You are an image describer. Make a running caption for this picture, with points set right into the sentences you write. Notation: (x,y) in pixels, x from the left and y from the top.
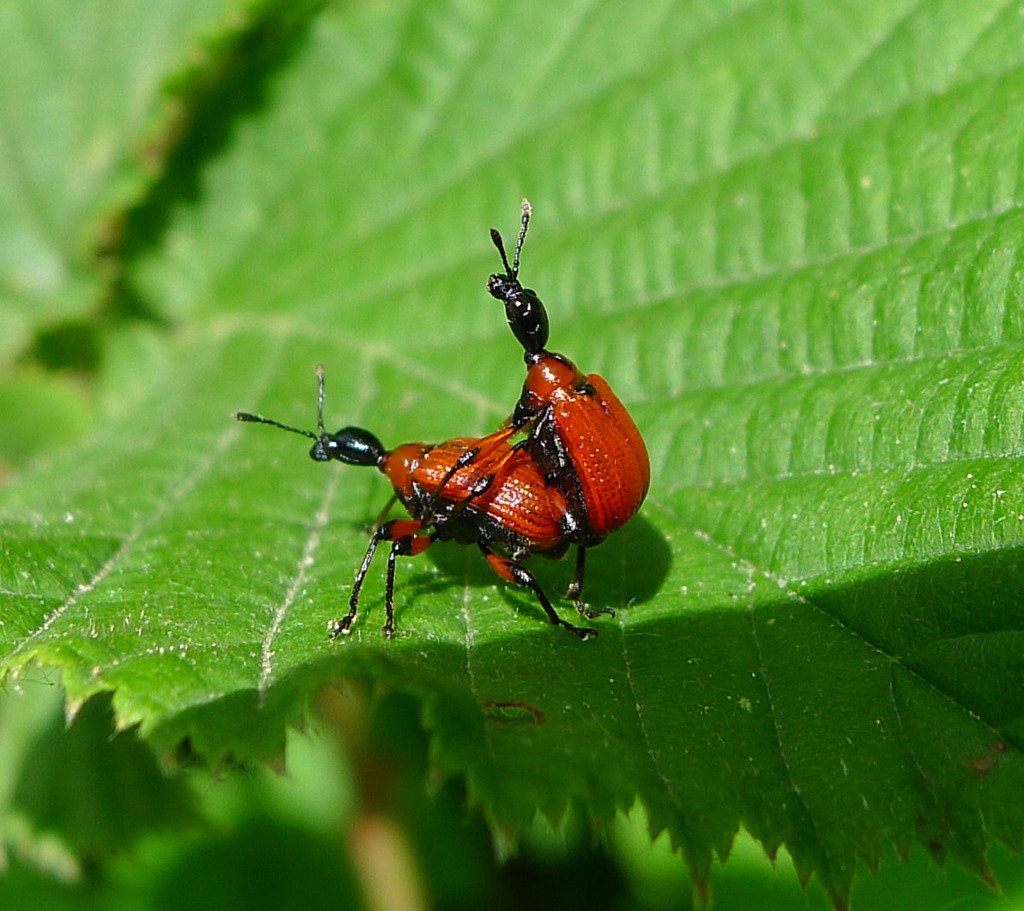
In the image there are two insects (510,429) on a leaf (633,384).
